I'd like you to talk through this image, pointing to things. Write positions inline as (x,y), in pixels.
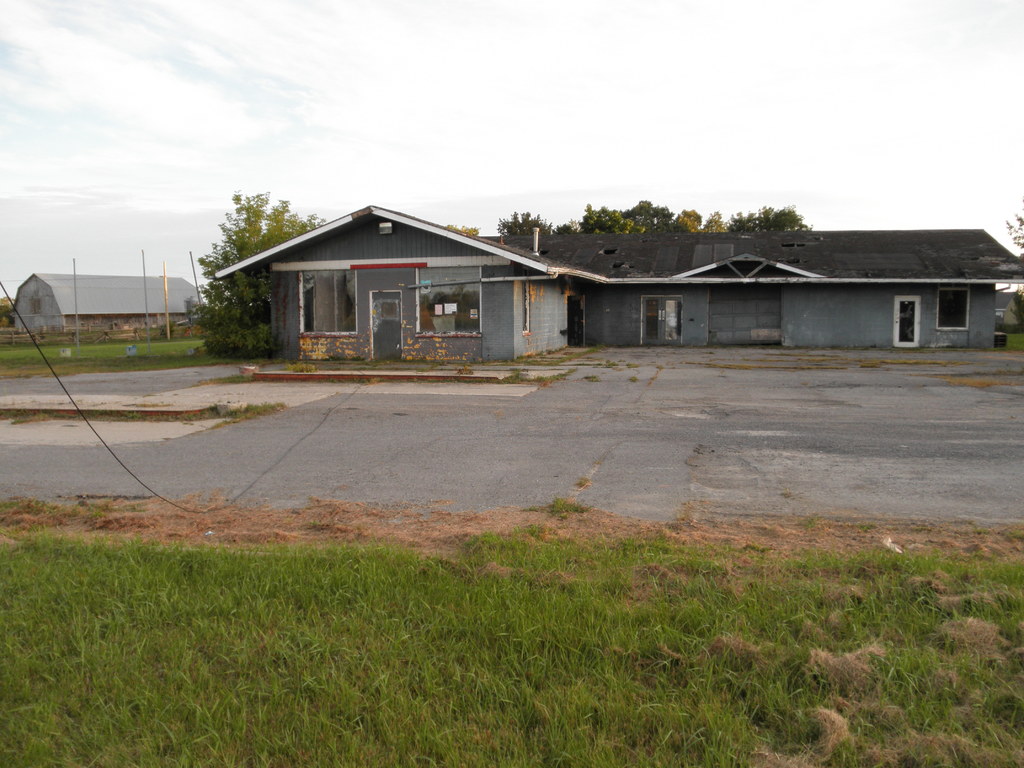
In this image I see few buildings (448,327) and I see the grass (569,741) over here and I see the road (666,442). In the background (216,255) I see the trees (206,292), few poles (164,270) over here and I see the sky (564,79).
